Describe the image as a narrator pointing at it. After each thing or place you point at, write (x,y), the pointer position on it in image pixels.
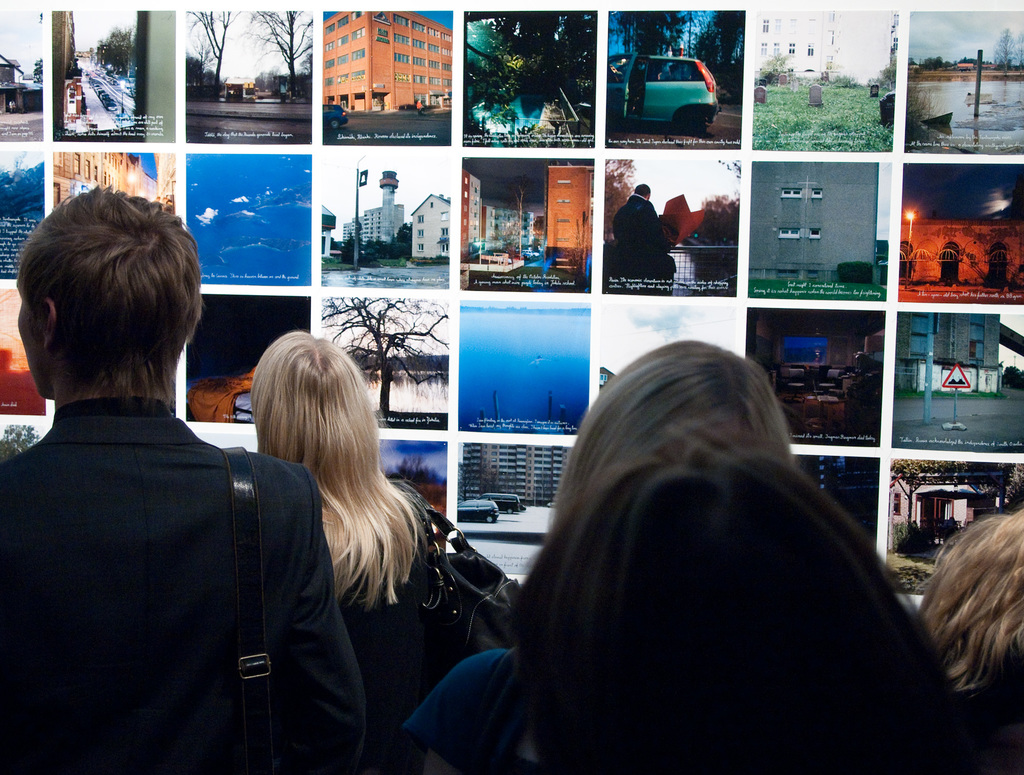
Here in this picture we can see a group of people (309,466) standing over there and in front of them we can see a wall (297,43) on which we can see number of photographs (371,264) pasted over there.
